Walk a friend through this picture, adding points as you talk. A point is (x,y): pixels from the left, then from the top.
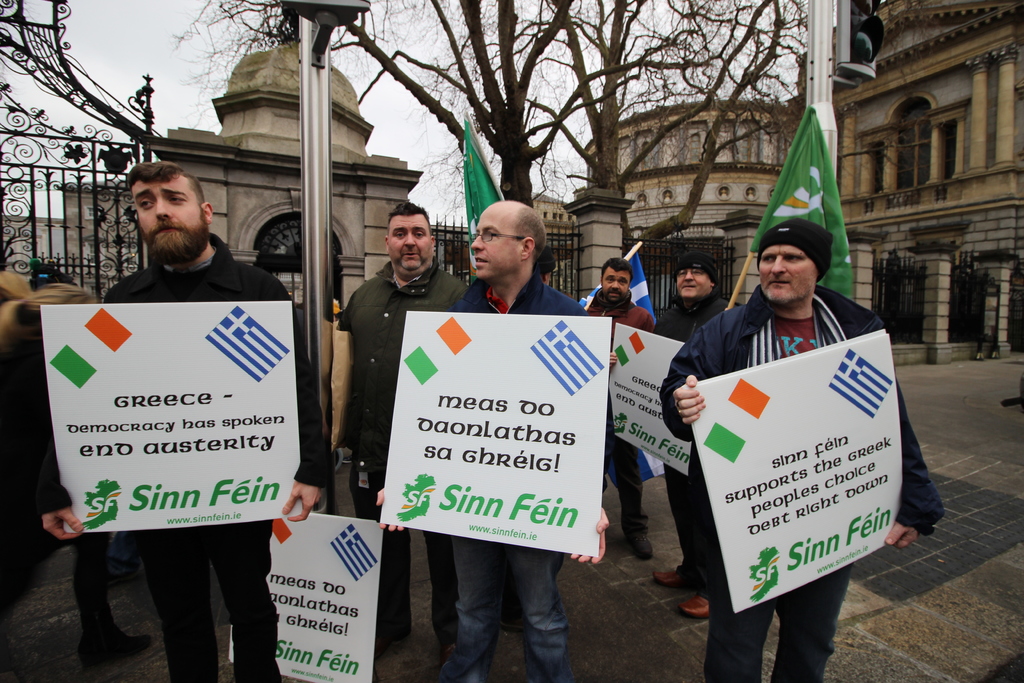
In this image I can see number of people (527,313) are standing and I can see most of them are holding white colour boards (500,434). I can also see something is written on these boards (765,399). In the background (844,288) I can see three flags (473,235), two poles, few signal lights (869,40), few buildings (774,173), the iron fences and the sky (658,88). On the left side of the image (90,100) I can see an iron gate (61,54).
